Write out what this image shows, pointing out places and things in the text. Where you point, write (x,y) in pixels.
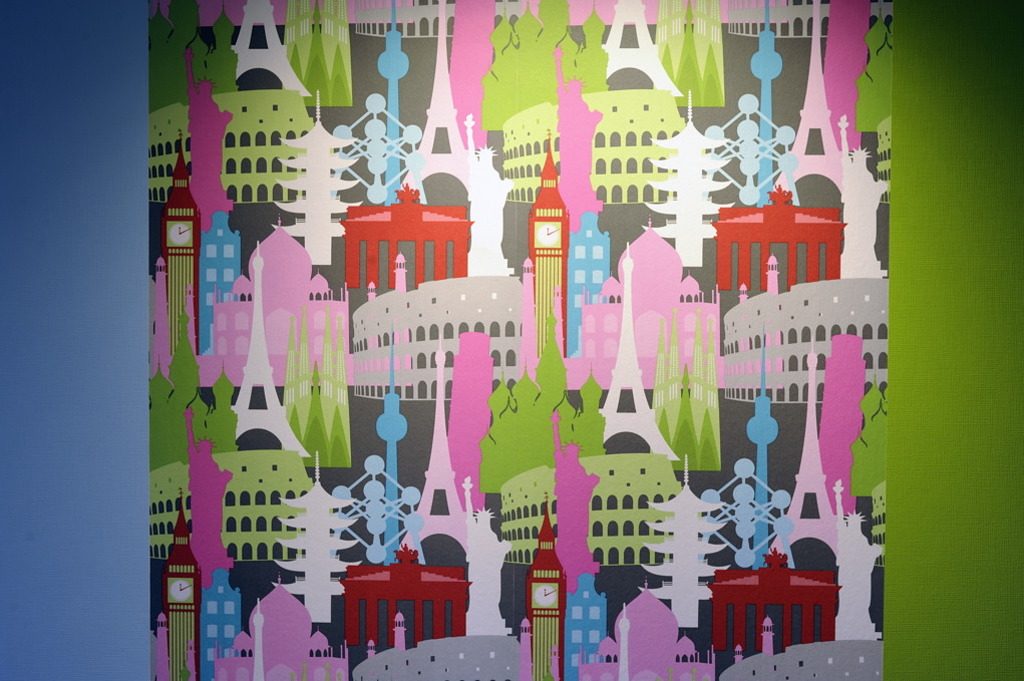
In this image I can see the wall painting (492,447). In the painting (524,433) I can see the clock tower (560,582), building (447,358), statue (494,615) and the towers (443,417). To the side of the painting (245,403) I can see the blue and green color wall (122,388).
